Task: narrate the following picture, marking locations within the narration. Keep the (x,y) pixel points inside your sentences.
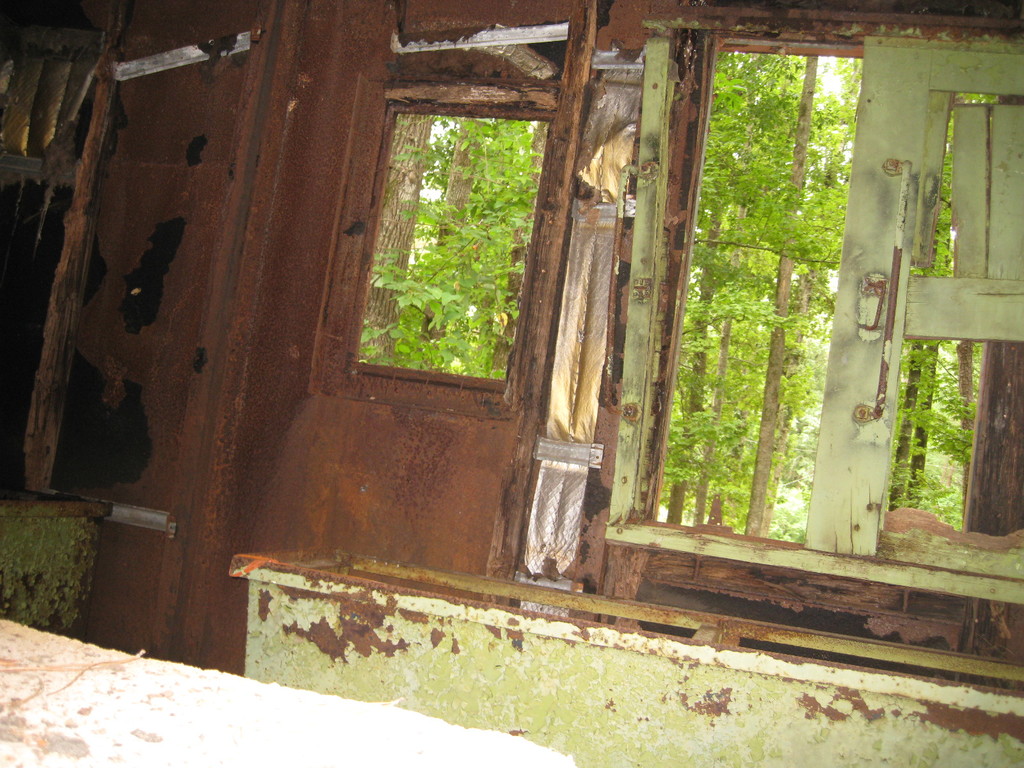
In this image we can see some windows (336,377), there are some doors (648,415) and in the background of the image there are some trees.
